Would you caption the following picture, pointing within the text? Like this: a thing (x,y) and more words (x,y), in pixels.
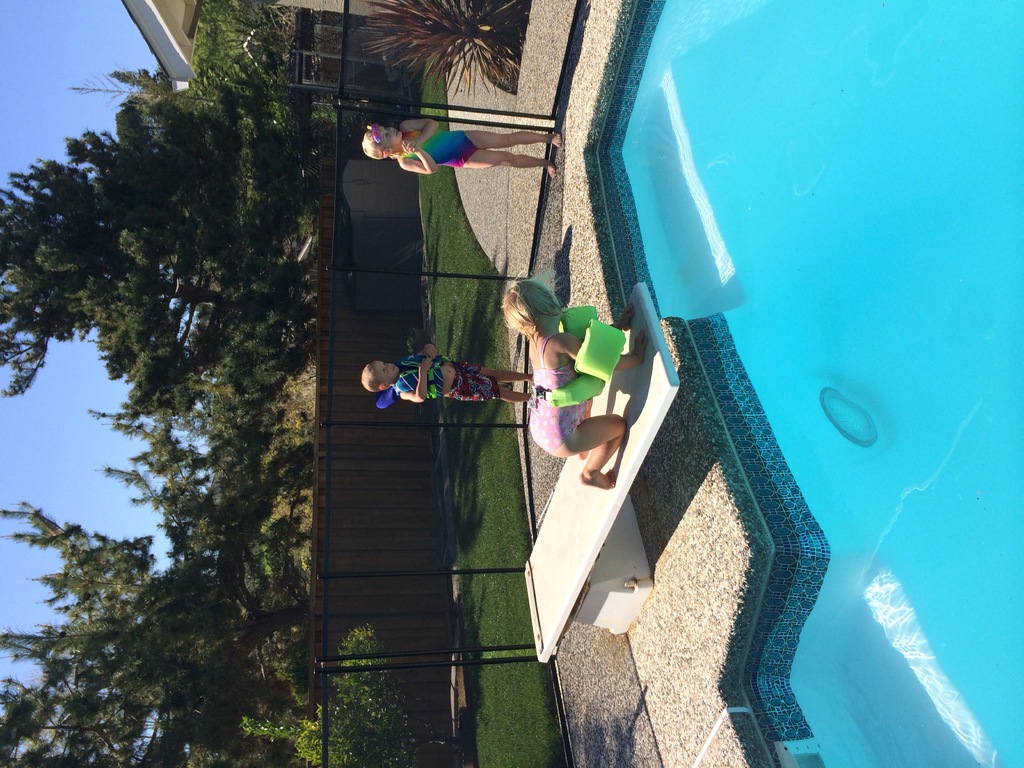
In this image we can see three children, swimming pool (943,674), grass (470,631), fence (370,559), plants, wall (325,518), and trees (206,277). Here we can see a stone platform (670,517) and there is sky (83,131).
